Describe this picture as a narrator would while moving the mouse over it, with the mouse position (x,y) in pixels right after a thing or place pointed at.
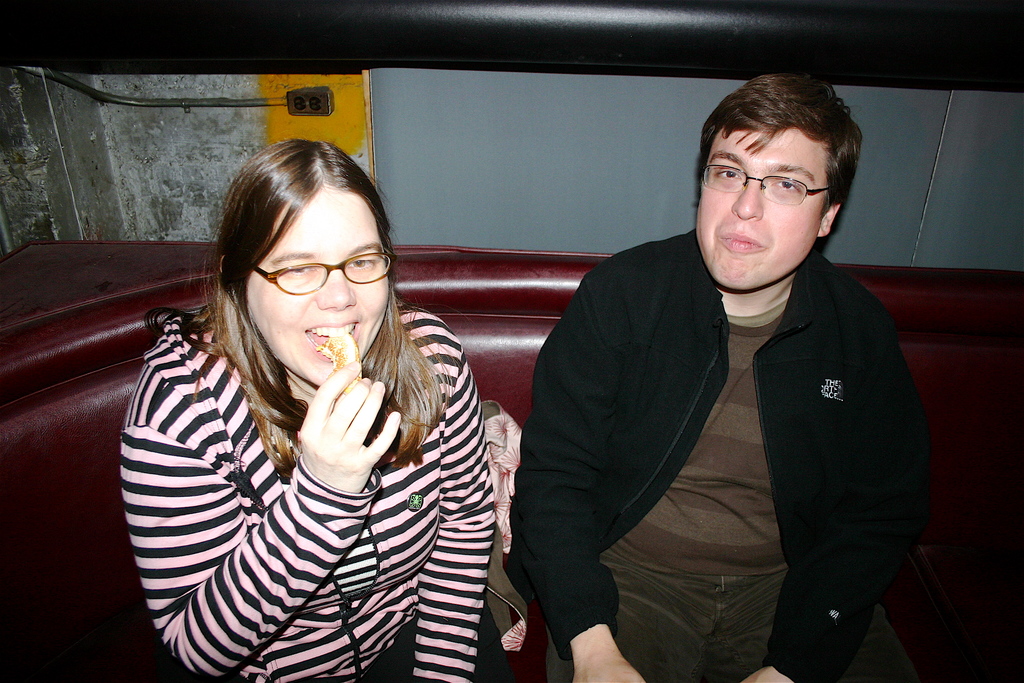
There is a lady (377,419) and a man (683,409) sitting on a sofa (476,339). Both are wearing specs (385,269). Lady (358,343) is holding a food item (342,366). In the back (366,115) there's a wall (510,124).
